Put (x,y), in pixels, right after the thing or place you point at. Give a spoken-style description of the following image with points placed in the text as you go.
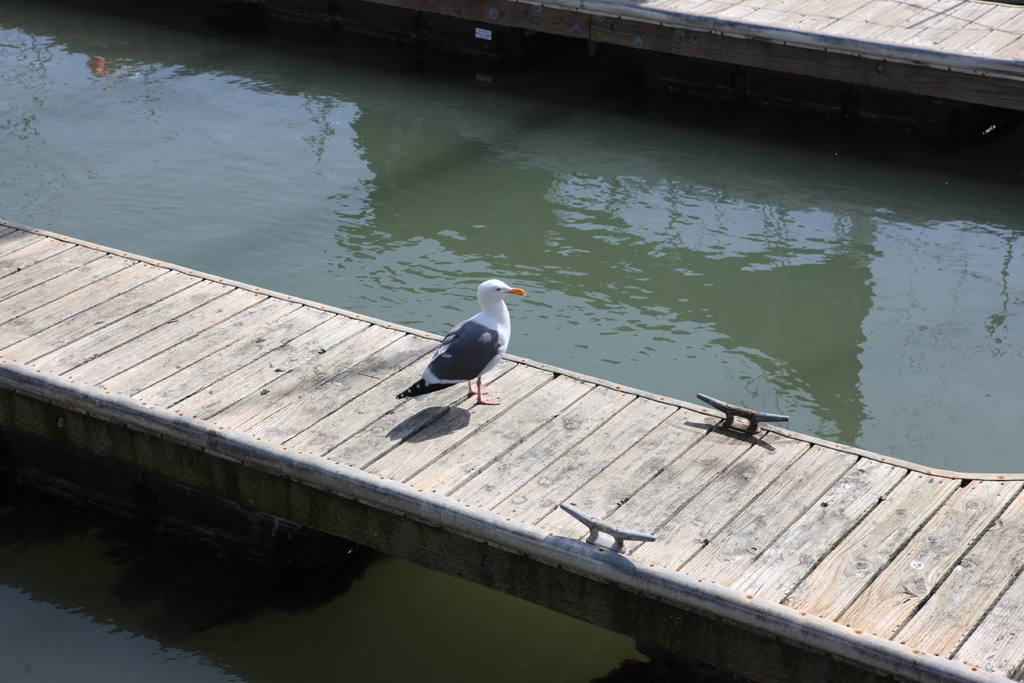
In this image I can see a wooden platform (313,499) in the centre (489,439) and both side of it I can see water (759,286). I can also see a bird (489,350) is standing on it and I can see colour of this bird (454,351) is white and black. On the top of this image (796,66) I can see one more platform (774,37).
